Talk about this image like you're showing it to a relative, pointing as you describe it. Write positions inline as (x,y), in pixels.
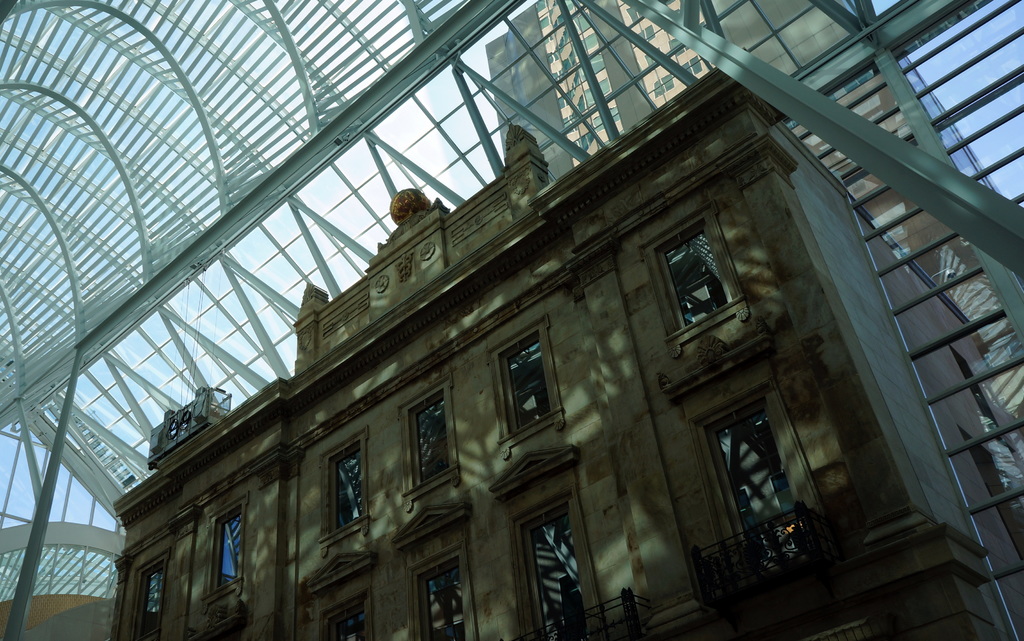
In this image I can see the building (298,408) and the glass roof (333,188). Through the glass (350,165) I can see few more buildings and the sky (364,165).
